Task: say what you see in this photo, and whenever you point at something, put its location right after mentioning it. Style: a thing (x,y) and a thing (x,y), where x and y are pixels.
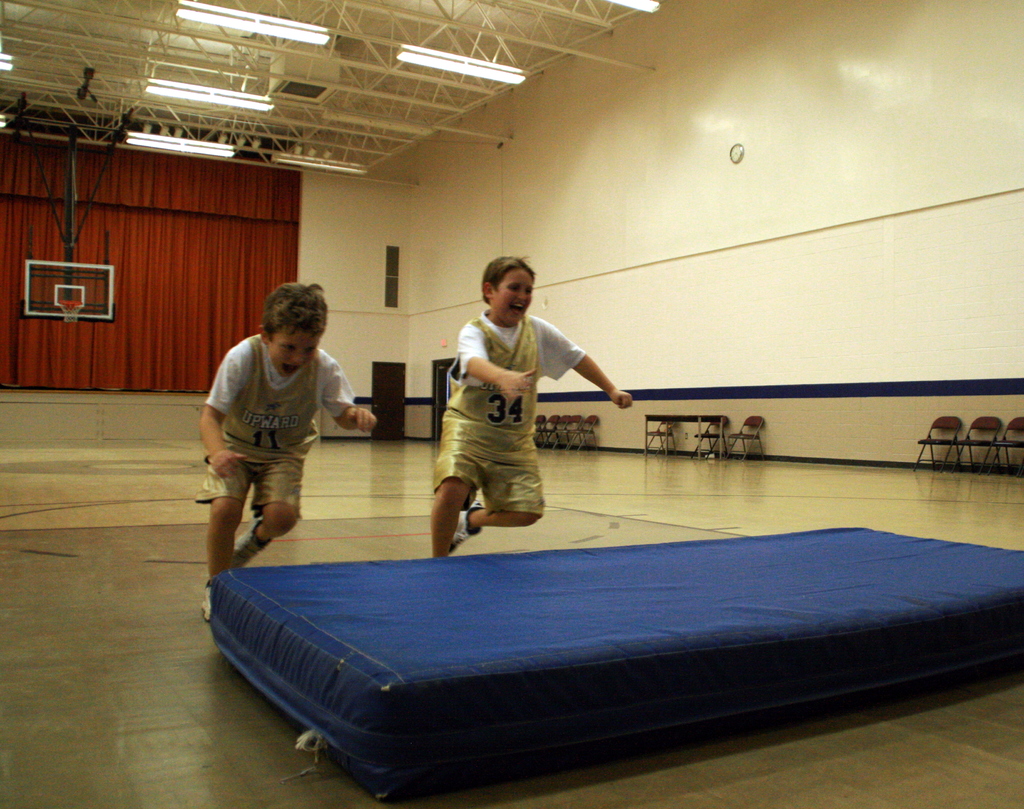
In this picture there are two boys (439,489) running on the floor (982,522) and we can see bed (668,667), chairs (571,443) and table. In the background of the image (16,364) we can see basketball hoop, curtains (89,339), wall (422,404) and doors (377,402). At the top of the image (427,19) we can see lights (426,55) and rods (410,17).
